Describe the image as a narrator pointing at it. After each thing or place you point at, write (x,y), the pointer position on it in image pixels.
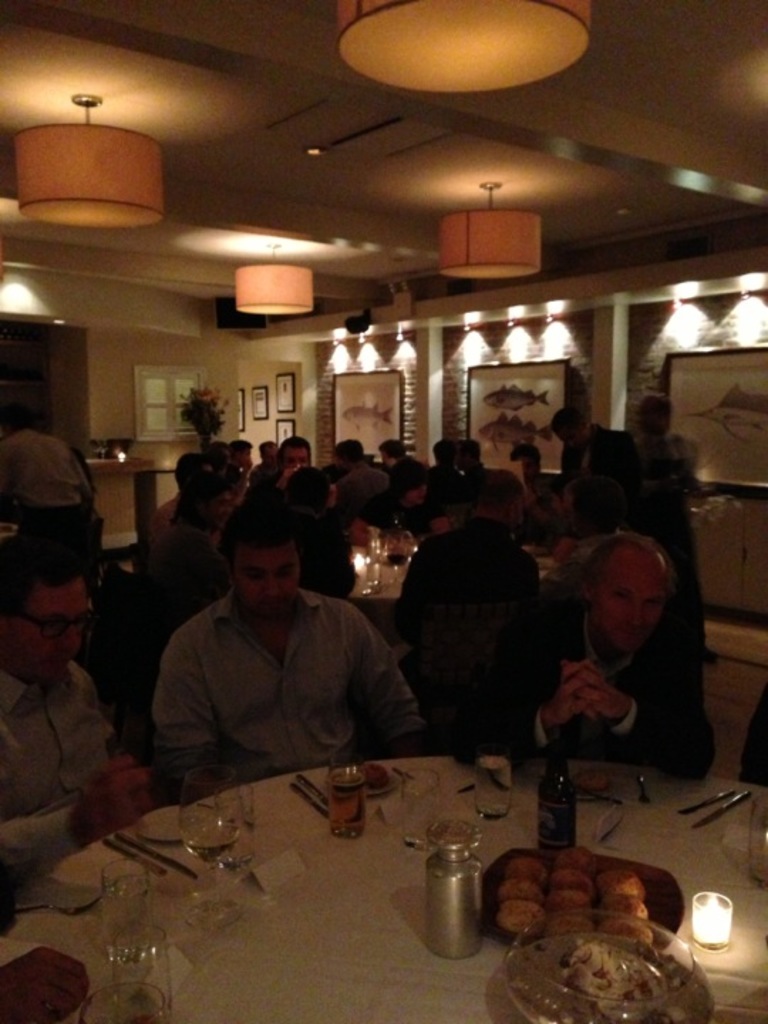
At the bottom of the picture (326,847), we see a table (383,882) on which water bottles (450,863), glasses (151,1000), plate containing food (620,895), bowl (648,1018), spoons (641,789), forks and knives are placed. Beside that, we see three men (305,695) are sitting on the chairs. Behind them, we see people (175,549) sitting on the chairs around the table (363,610). In the background (200,420), we see a flower pot (207,395) and a wall (113,399) on which photo frames (713,426) are placed. At the top of the picture (539,6), we see the lanterns (581,11). This picture might be clicked in the restaurant (478,586).
